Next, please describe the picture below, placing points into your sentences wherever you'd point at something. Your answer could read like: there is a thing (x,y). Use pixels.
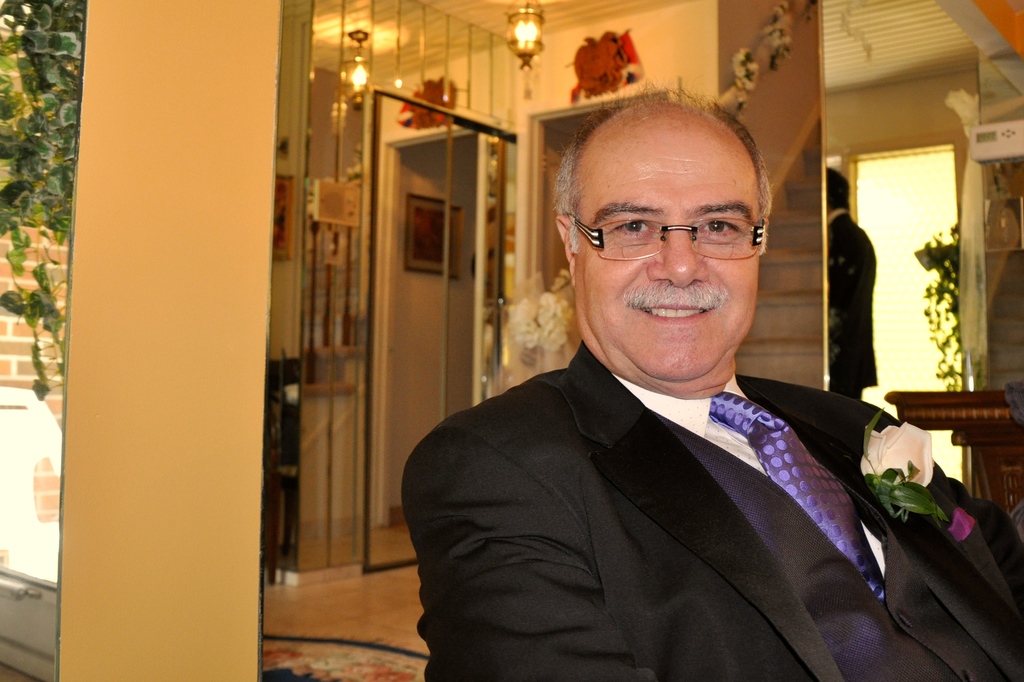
This is an inside view. On the right side (686,442), I can see a man (671,438) wearing a black color suit (653,522), smiling and giving pose for the picture. In the background (505,87), I can see wall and doors (442,325). To the wall (409,363) a frame (425,238) is attached. At the top (538,42) I can see two lights (354,79) are hanging to the roof (477,2). On the right side (851,278) a person (849,295) is standing. On the left side (49,386), I can see a wall (25,283) and a creeper plant (49,109).
